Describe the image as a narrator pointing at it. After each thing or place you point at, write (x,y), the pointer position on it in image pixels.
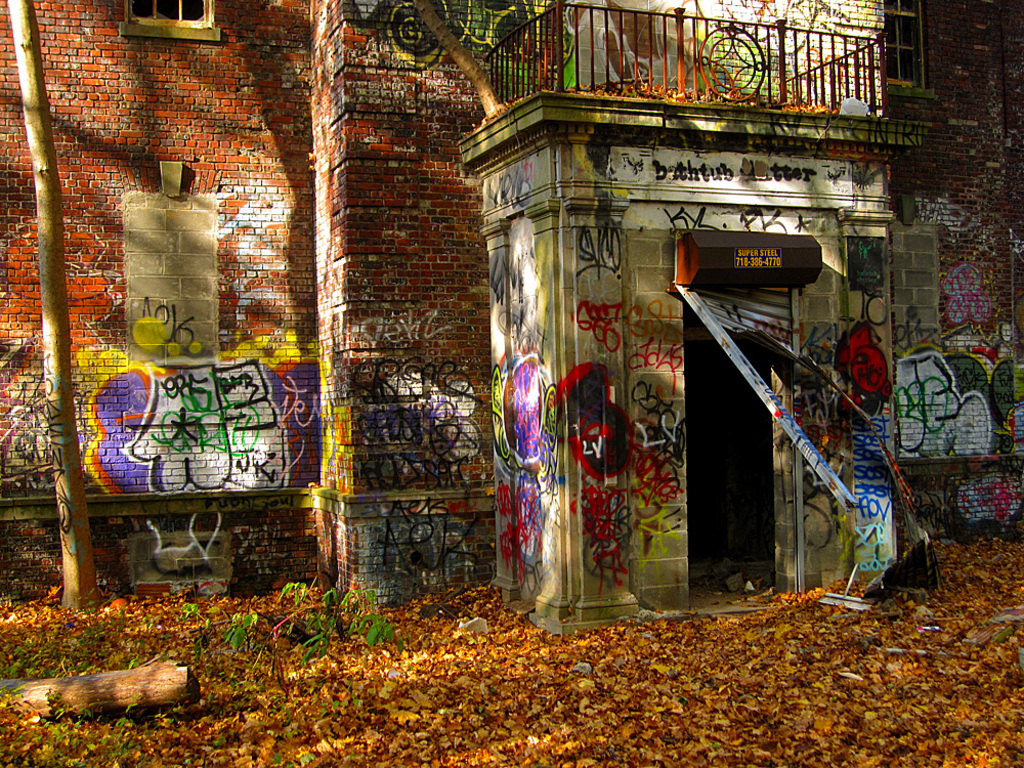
In this image, this looks like a building (202,151). This is an entrance (729,549). I can see the painting (862,356) on the wall (307,475). These are the windows (912,31). I can see the dried leaves (381,688) on the ground (692,705). This looks like a plant (343,623). I think this is a tree trunk (160,669).
